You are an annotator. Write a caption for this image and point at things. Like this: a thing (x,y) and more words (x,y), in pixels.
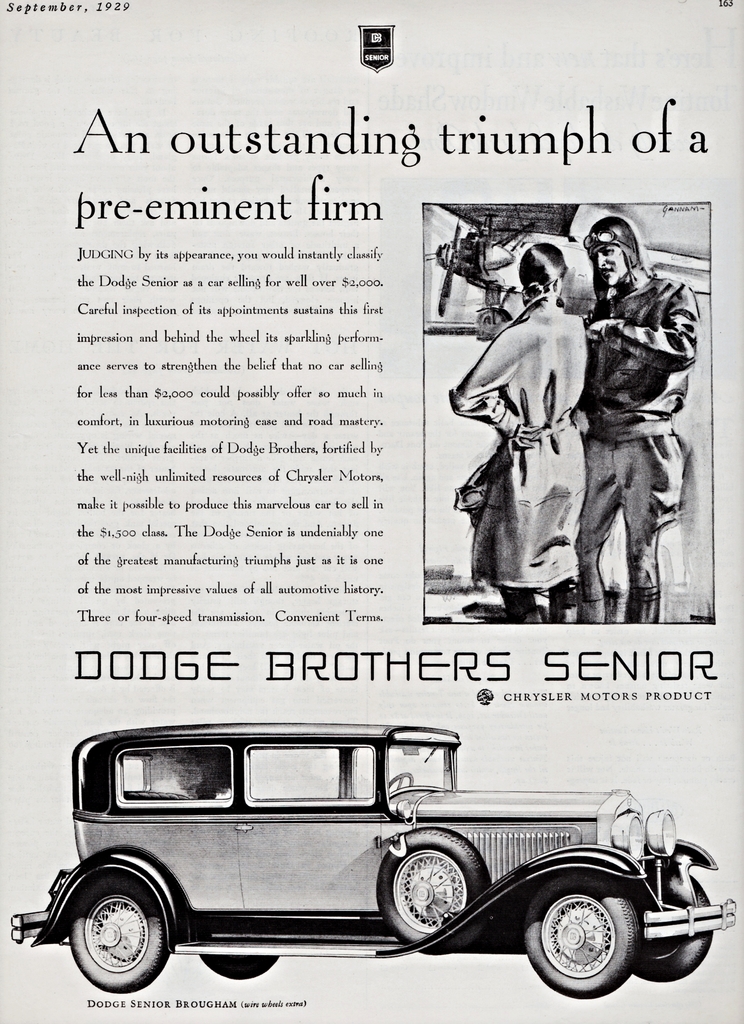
In this image there is a paper (345,426) on which text (248,339) is written, there is a car image (323,798) printed on the paper (11,763), the person image (552,413) is printed on the paper (562,441).
